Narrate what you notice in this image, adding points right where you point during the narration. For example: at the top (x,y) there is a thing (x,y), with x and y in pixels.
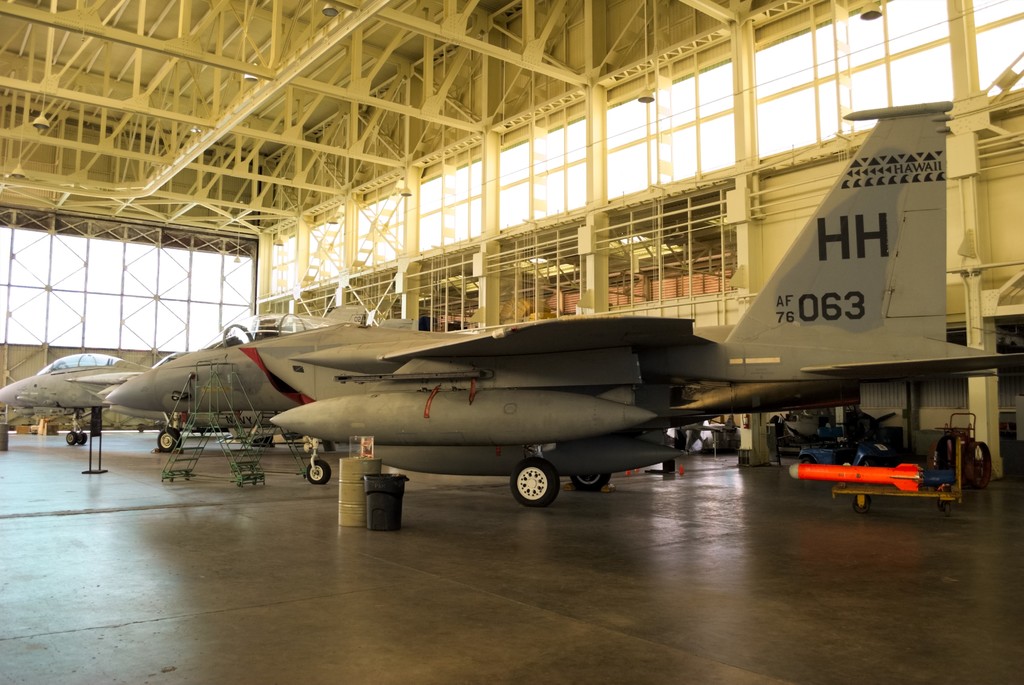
In the center of the image (349,363) there are aeroplanes (592,403). At the bottom (381,508) there are bins (375,519). In the background (159,338) there are windows (223,312). At the top (408,136) there is a roof (347,59).
